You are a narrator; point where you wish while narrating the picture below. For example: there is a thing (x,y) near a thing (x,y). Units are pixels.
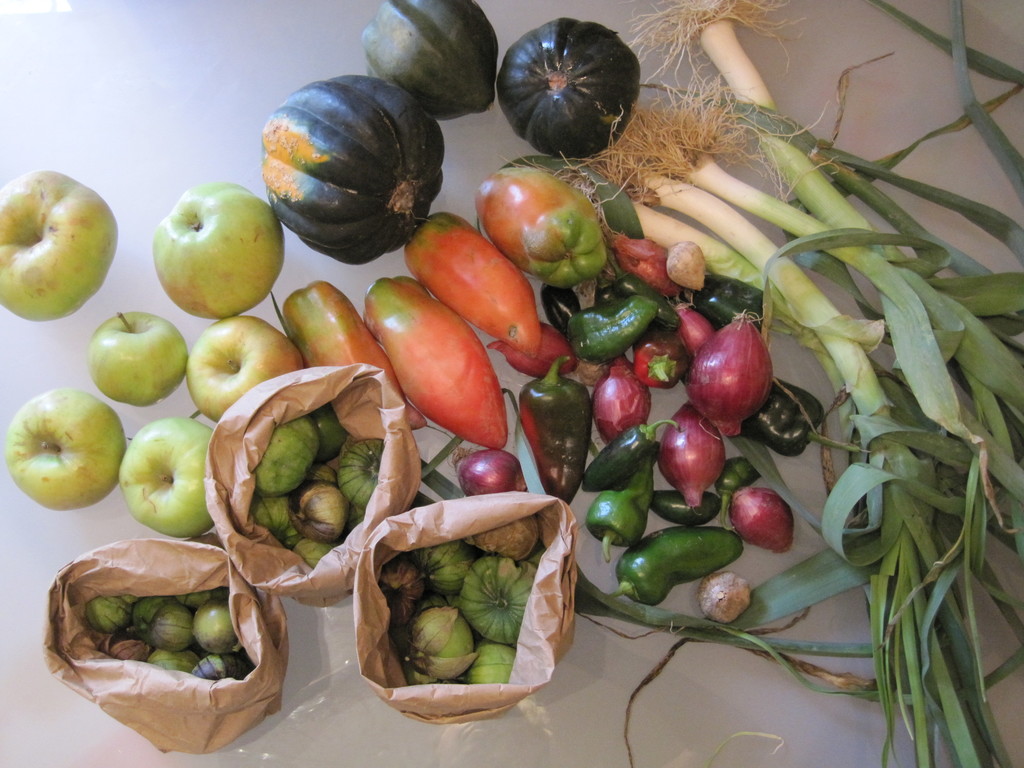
In this picture we can see few paper bags (176,560), apples (107,365), pumpkins (298,161), onions (729,361) and other vegetables (525,318).
